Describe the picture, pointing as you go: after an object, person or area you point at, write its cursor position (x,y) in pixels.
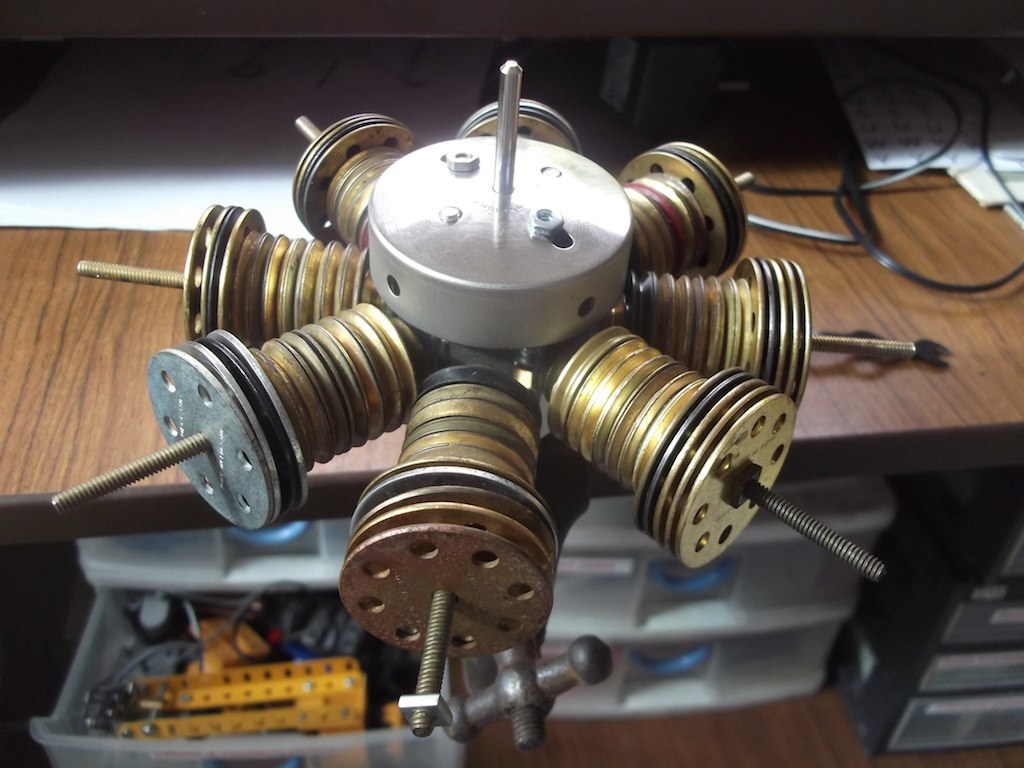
Here we can see a device (687,448), papers (70,207), cables (854,240), and boxes (712,601). This is a table (798,450).
